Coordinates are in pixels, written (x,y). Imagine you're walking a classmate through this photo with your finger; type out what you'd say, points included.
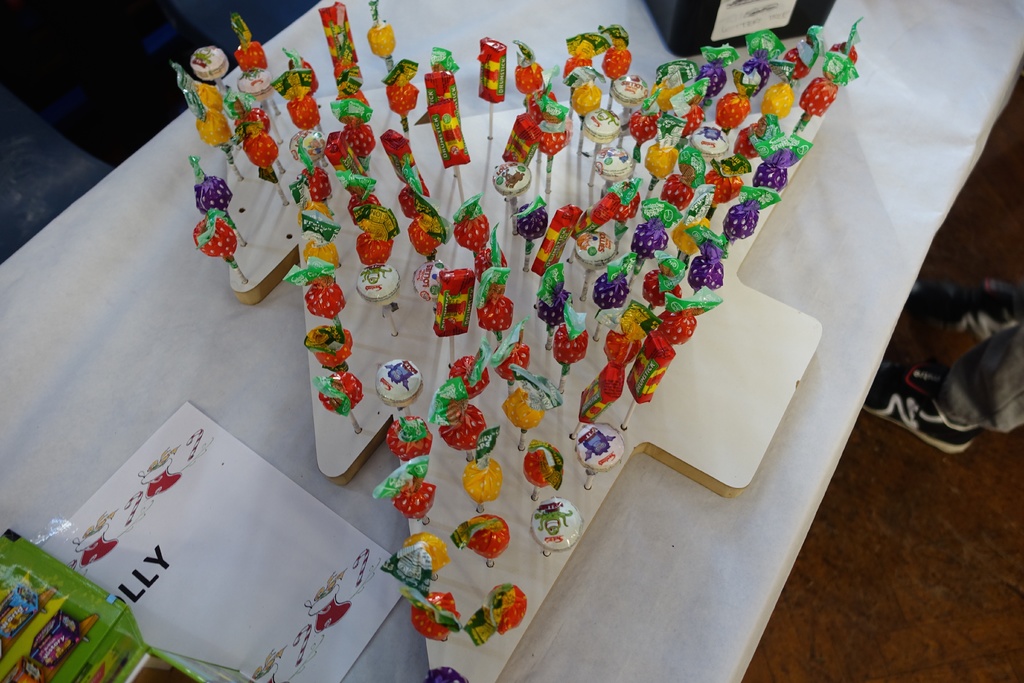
These are the lollipops (391,290), which are packed with the colorful wrappers (301,216). This looks like a table (654,564) with the lollipops (609,465), book (202,543) and few other things (573,403) on it. On the right side of the image (922,403), I can see a person legs (990,385) with the shoes (938,392).
